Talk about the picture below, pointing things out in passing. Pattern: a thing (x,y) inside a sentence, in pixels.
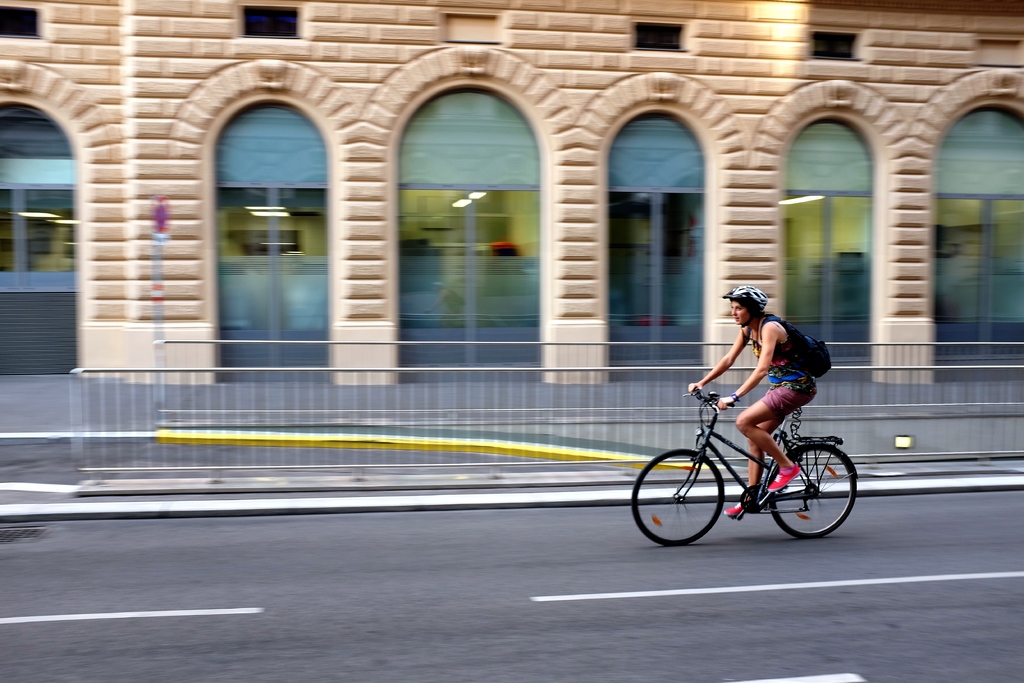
In this picture there is a woman (776,396) wearing a backpack (810,354) and helmet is riding a bicycle (653,516) on the road (405,536). There is a building (507,220) and a light (461,205) in the building (448,260).
